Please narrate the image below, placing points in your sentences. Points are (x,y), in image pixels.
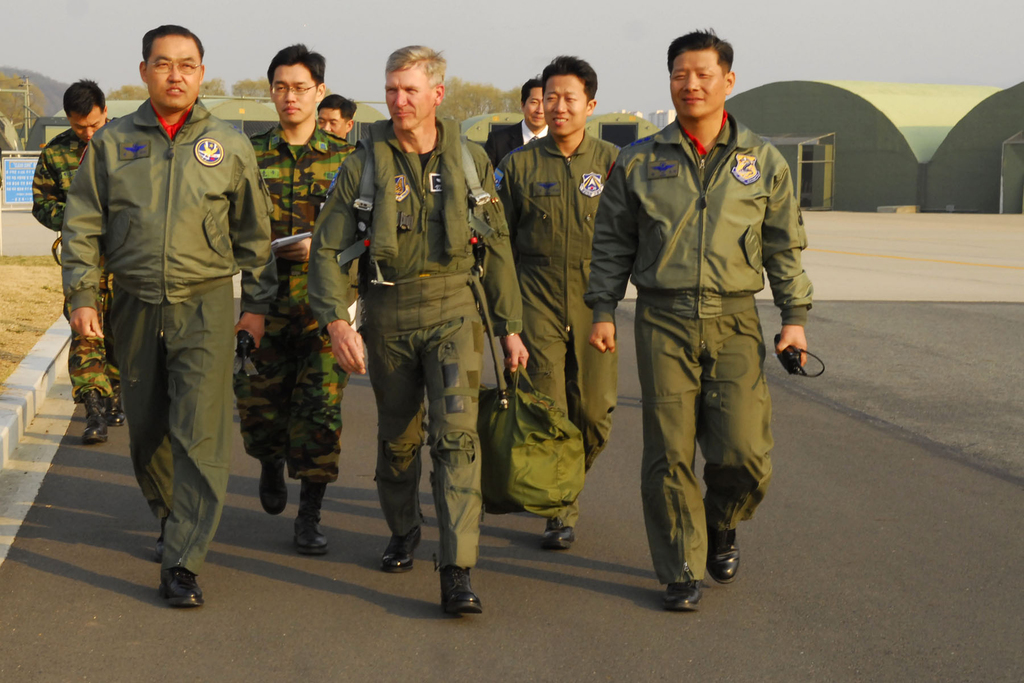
In this picture we can see group of people (403,282), they are walking on the road (622,477), behind to them we can see few buildings (498,123), trees (14,96), pole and a board (20,172).
